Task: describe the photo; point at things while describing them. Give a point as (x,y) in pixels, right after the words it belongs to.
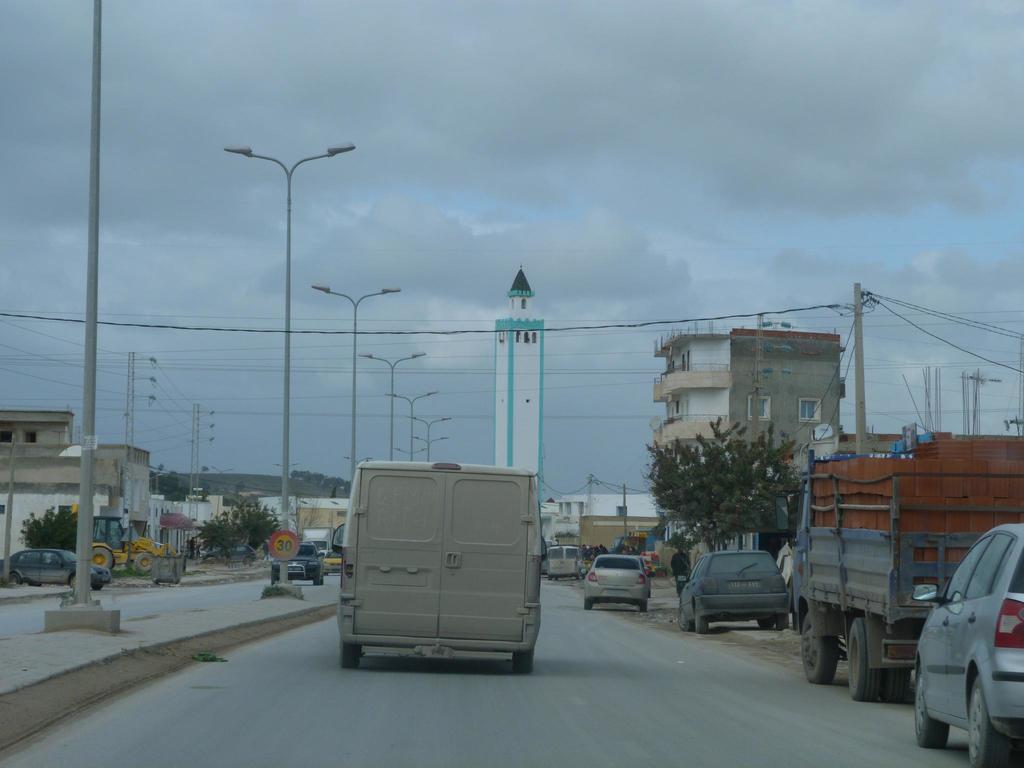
In this image we can see some vehicles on the road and there are some buildings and we can see some street lights (427,443) on the left side of the image (80,572). There are some trees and at the top (348,230) we can see the sky (513,242) with clouds (830,193).
